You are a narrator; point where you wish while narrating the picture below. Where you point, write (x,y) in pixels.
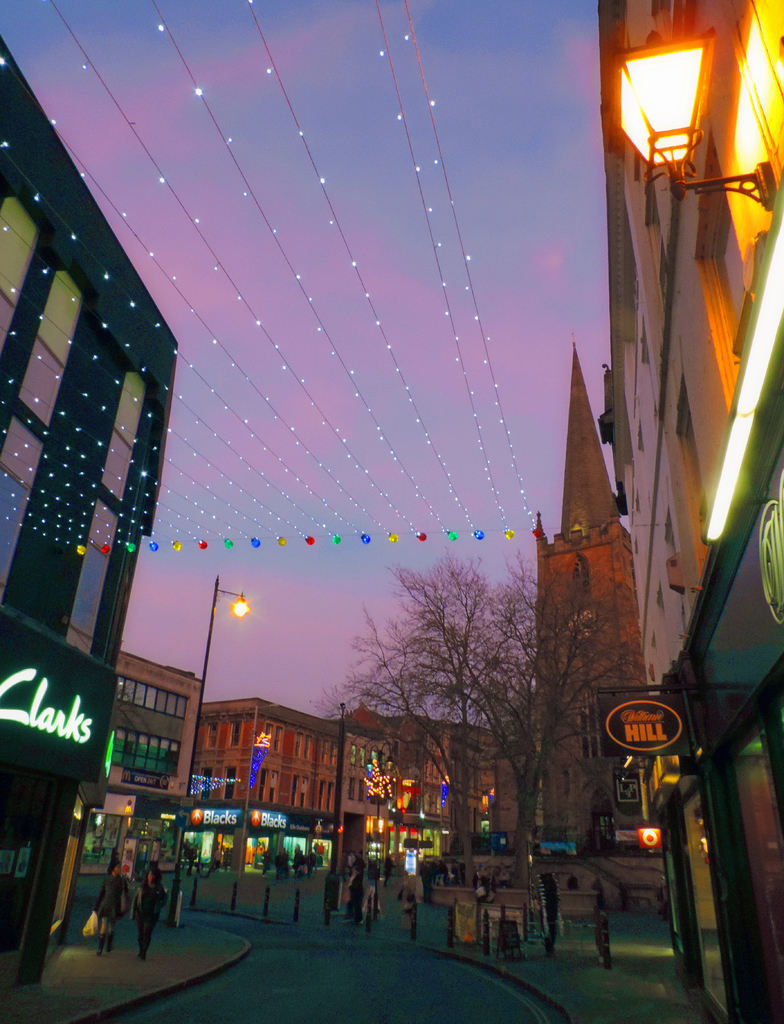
In this image we can see road (273,975). Both side of road (392,992) buildings (80,335) are there. Background of the image we can see tree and pole (210,623) is present. In front of building (89,345) pavement (558,955) is there and people (145,899) are moving on pavement (613,981) and top of the image (180,198) we can see some decoration (261,331) with lights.
